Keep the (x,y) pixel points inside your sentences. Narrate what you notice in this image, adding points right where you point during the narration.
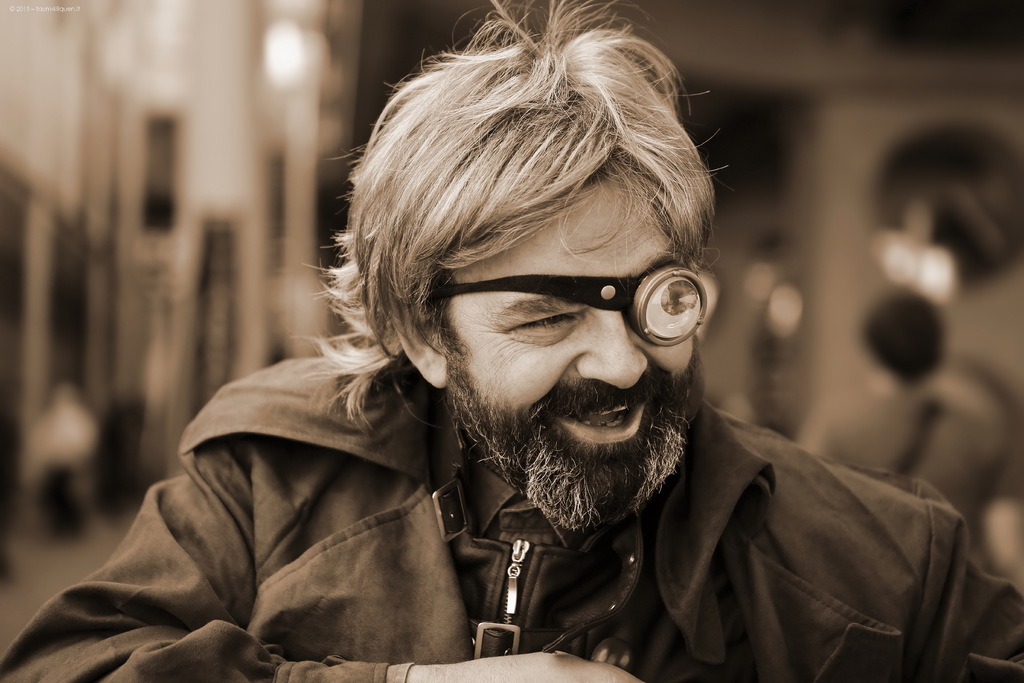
In this image in front (595,396) there is a person (588,472) wearing a smile (637,409) on his face (582,463) and the background of the image (190,327) is blur.
